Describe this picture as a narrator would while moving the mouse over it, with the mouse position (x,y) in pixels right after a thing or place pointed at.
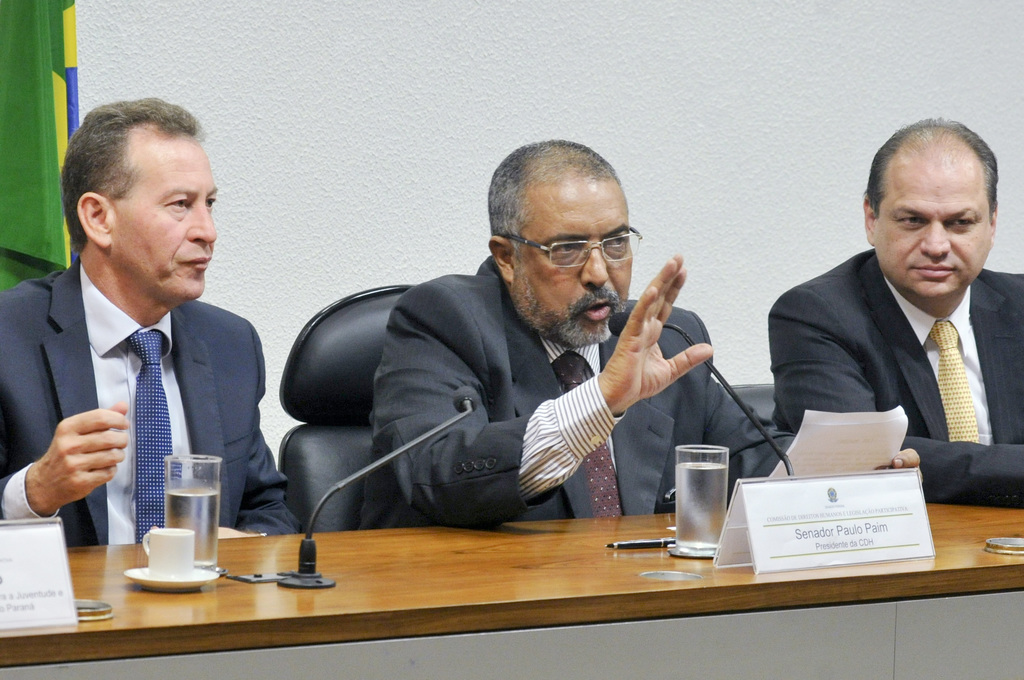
In this image there are three people (606,364) sitting on the chairs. In front of them there is a table (383,546). On top of it there are name boards (47,590), mike's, papers (854,447) and a cup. Behind them there is a flag (52,14) and there is a wall (655,76).
